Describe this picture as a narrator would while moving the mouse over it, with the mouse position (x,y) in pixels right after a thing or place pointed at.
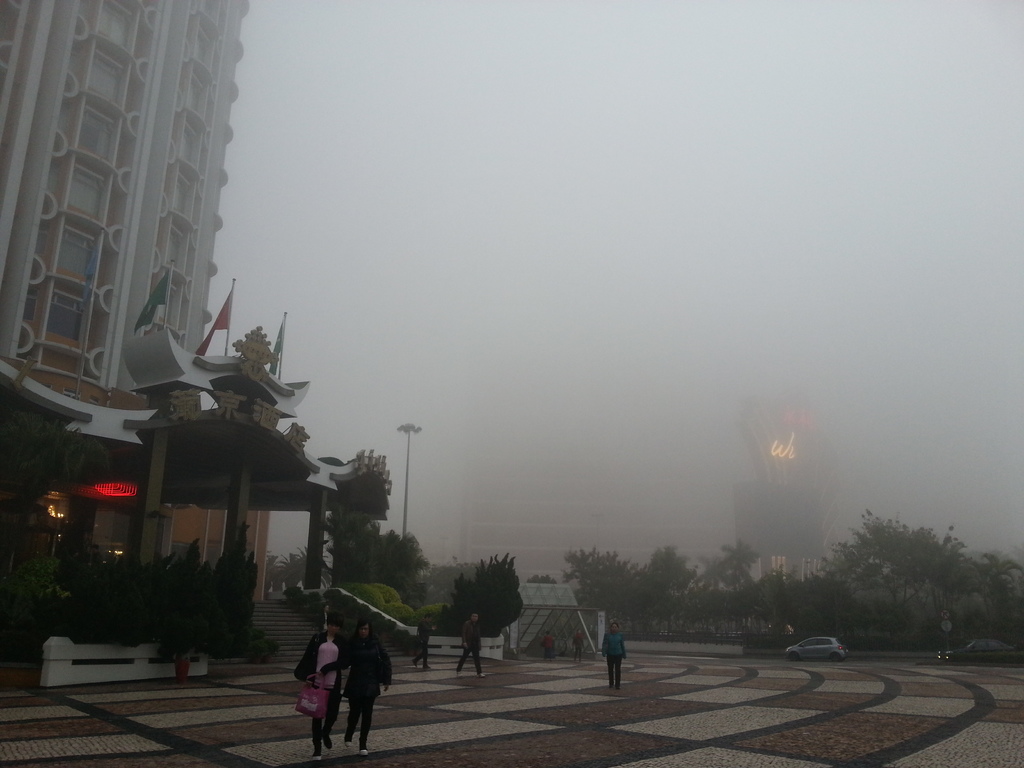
At the bottom (384,660) there are two persons (348,665) who are holding a bag (311,702), beside them we can see a man (614,648) who is wearing a blue hoodie (614,635) and trouser (617,663). Near to the stairs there are two persons (477,654) were walking. In the background (658,572) we can see the street light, shade (533,617), trees (674,592) and tower (764,485). On the left (1,173) we can see the building (123,398). At the top (947,111) we can see the fog (678,195).
